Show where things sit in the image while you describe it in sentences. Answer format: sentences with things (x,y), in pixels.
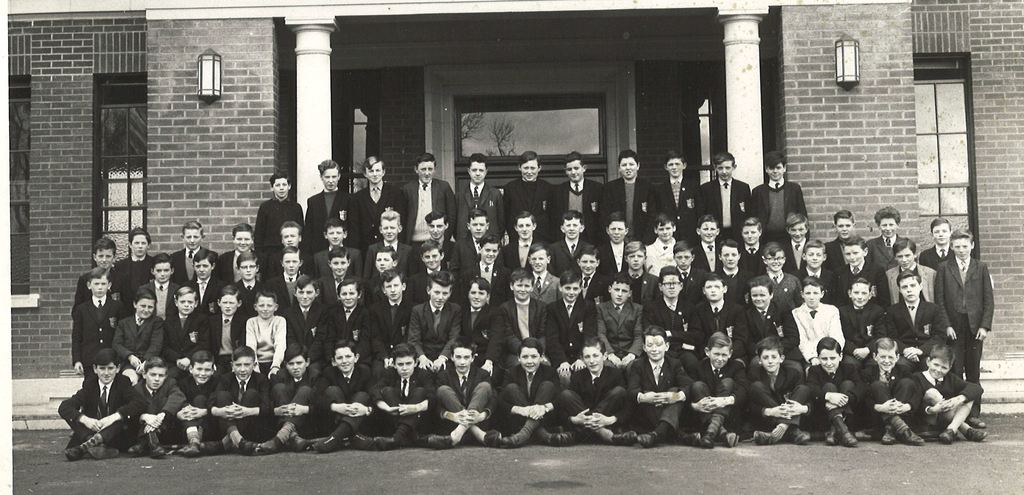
This is a black and white image. In the center of the image (568,304) there are people (351,354) sitting on the floor (467,466). There are people (626,228) standing. In the background of the image (47,62) there is a building (236,142). There are windows (952,206), pillars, lights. At the bottom of the image (415,474) there is road (558,482).
